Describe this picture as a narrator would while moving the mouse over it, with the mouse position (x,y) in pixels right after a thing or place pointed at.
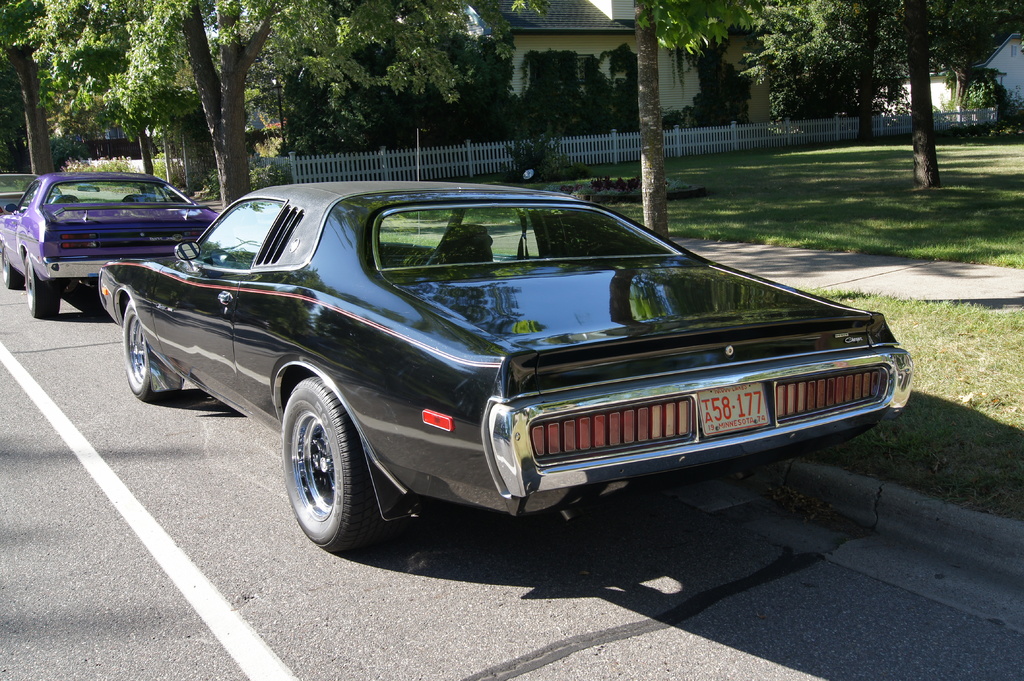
In this image I can see two vehicles (331,508) on the road (494,514). To the side of the vehicles (555,221) I can see many trees (847,3), railing (601,161) and the houses (605,24).
